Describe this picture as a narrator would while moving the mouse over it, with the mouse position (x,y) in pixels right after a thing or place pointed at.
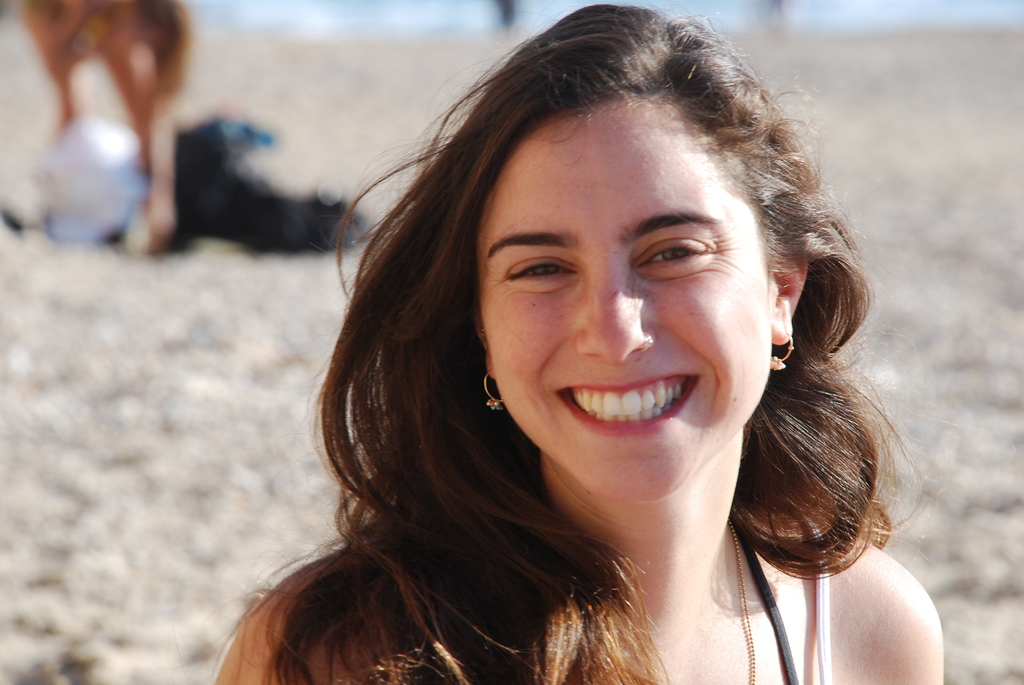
In this image I see a woman (623,281) who is smiling and I see that it is totally blurred in the background (280,311).
